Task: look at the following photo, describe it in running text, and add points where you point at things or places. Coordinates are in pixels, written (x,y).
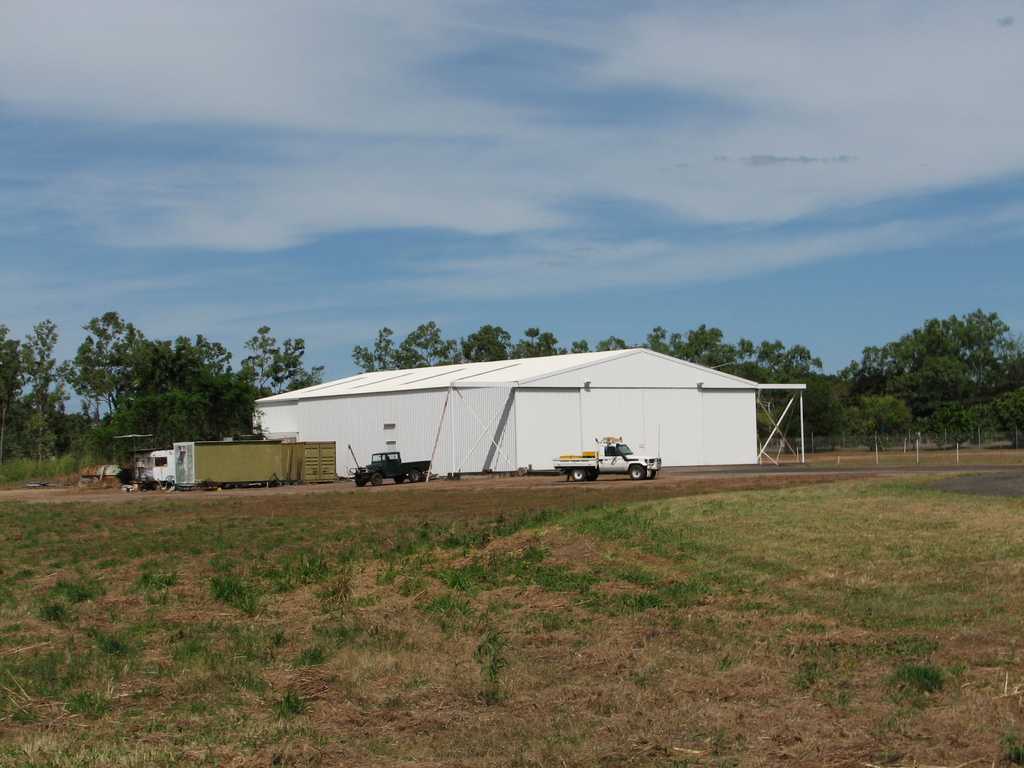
In this image we can see few vehicles (381,467) on the ground (610,526) and there is a shed (575,404) and trees (907,382) in the background (569,391) and sky (768,193) on the top (682,155).
